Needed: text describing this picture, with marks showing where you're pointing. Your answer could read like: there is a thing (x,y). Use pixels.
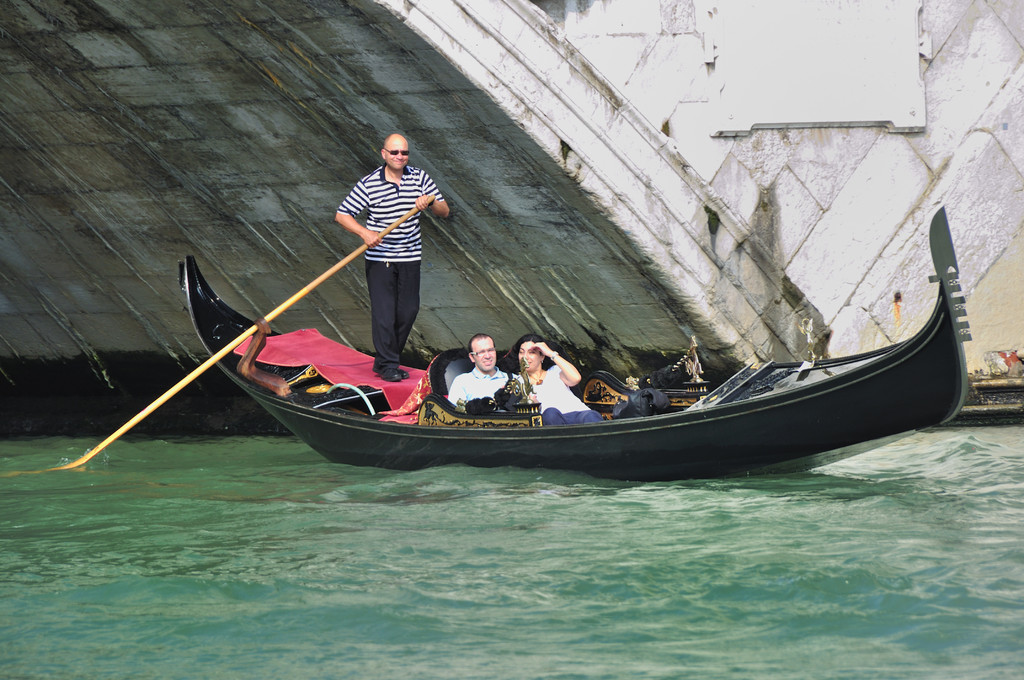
This image consists of a boat (544,428) in black color. There are three persons (480,395) in the boat (523,424). At the bottom (538,553), there is water (565,540). In the background (384,57), there are walls (484,112) made up of concrete (524,146). It looks like a bridge (313,120).
